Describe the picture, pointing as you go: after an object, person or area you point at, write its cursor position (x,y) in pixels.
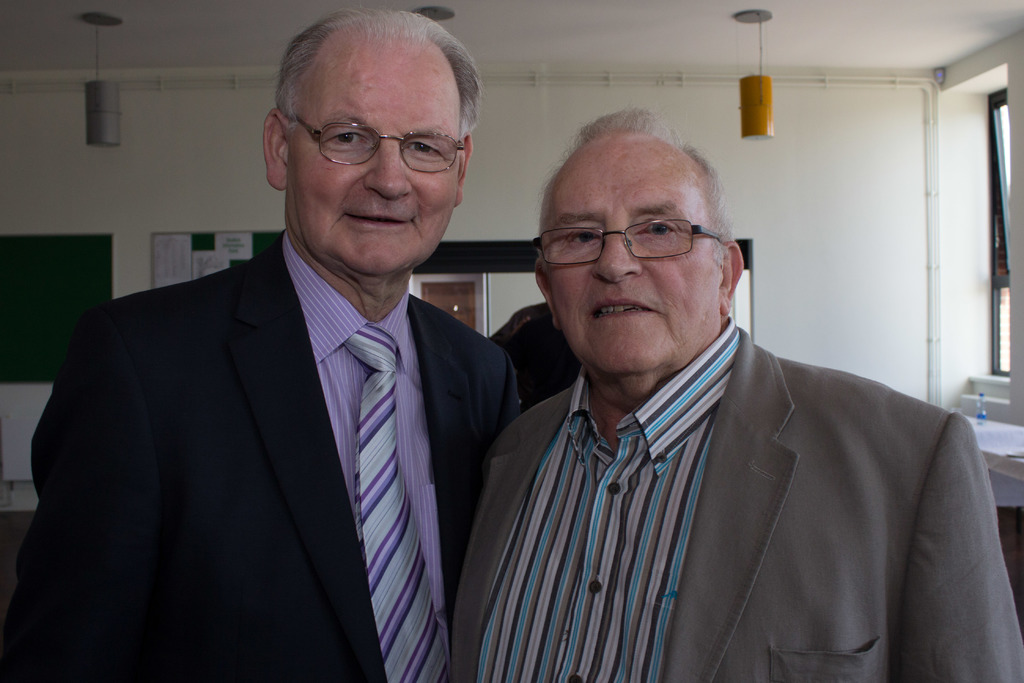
In this image I can see the group of people (407,458) with different color dresses (538,462) and specs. In the background (42,368) I can see the boards (161,244) to the wall (125,239). To the right (999,430) I can see the bottle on the white color surface (984,427) and there is a window (1009,177). I can see the lights (109,99) in the top (113,131).
